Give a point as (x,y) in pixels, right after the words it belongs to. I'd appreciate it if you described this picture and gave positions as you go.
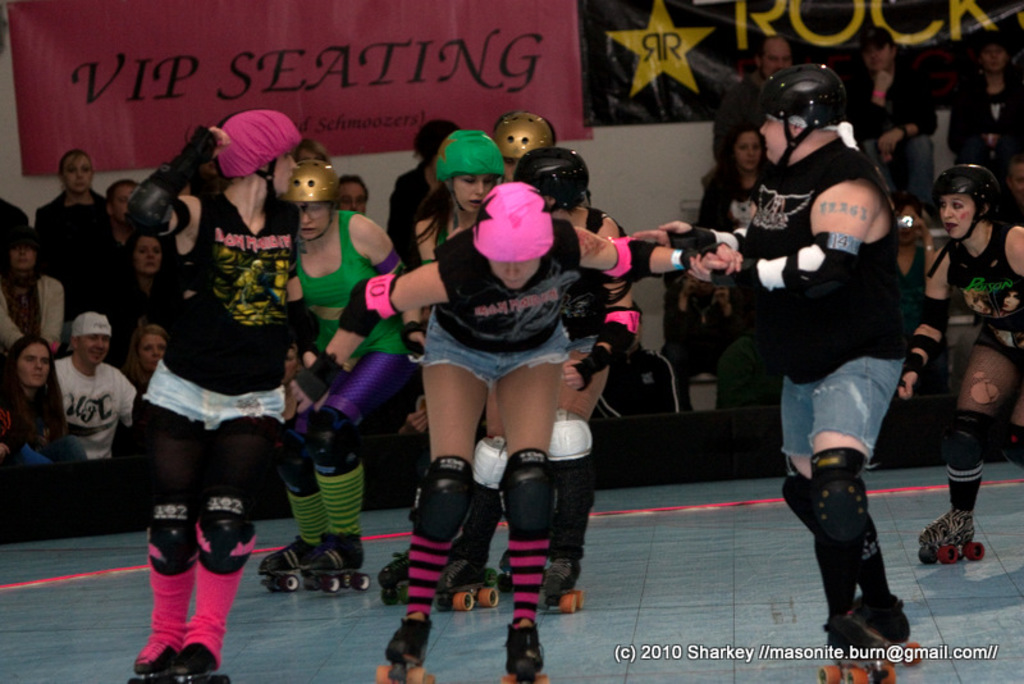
In this image, we can see a group of people (542,593). Few wear skates (417,643) and helmets (542,184). They are playing a game on the floor (326,658). At the bottom of the image (680,654), we can see a watermark (720,657). Background (641,204) we can see wall (601,187), banners (478,87). A person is smiling here.
